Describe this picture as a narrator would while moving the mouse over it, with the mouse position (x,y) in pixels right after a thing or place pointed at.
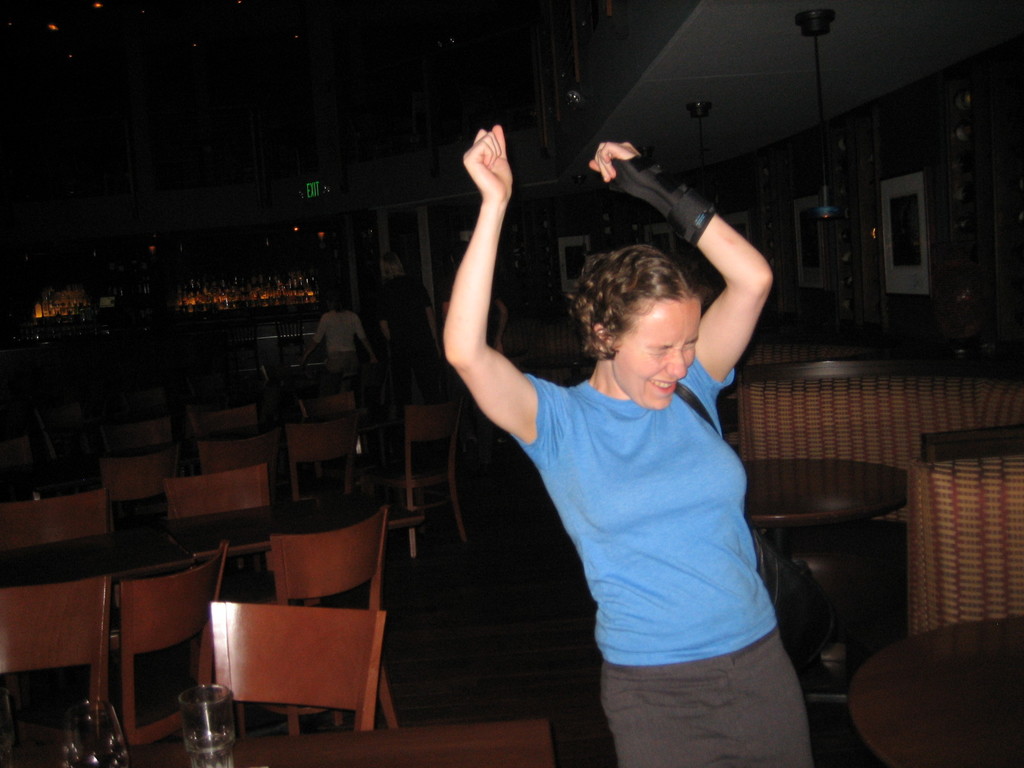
In this image I see a woman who is wearing a blue top (682,416) and she is smiling. In the background (869,404) I see a lot of chairs (764,424) and tables (38,758), I can also see there are 2 persons (331,338) over here.
